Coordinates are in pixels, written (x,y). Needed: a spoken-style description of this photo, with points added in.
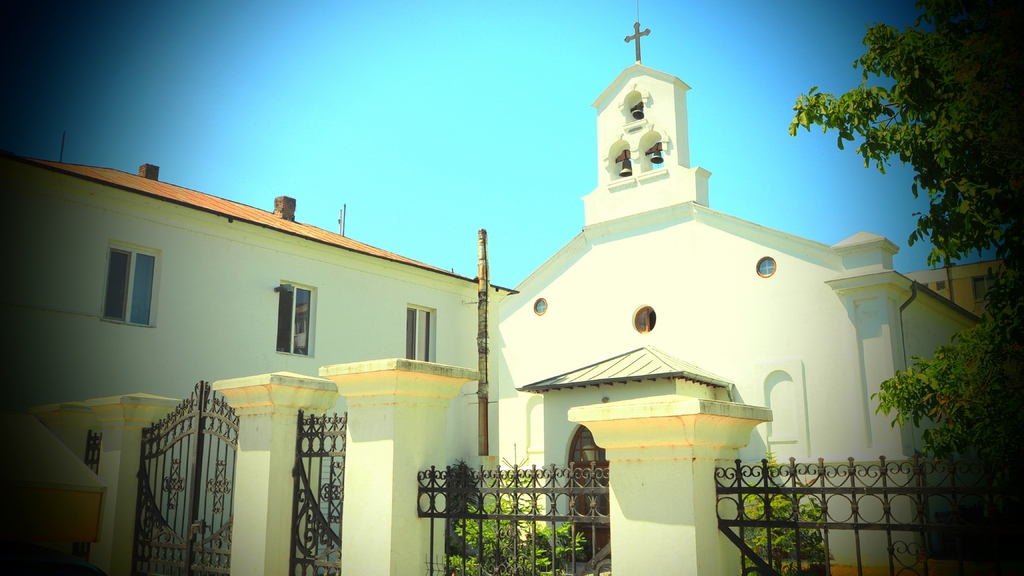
In this image I can see a white colour building (337,344), windows (124,303), iron gates (209,451), plants (509,482), a tree (965,446) and in background (392,132) I can see the sky (694,140). I can also see few bells (636,109) over here.
